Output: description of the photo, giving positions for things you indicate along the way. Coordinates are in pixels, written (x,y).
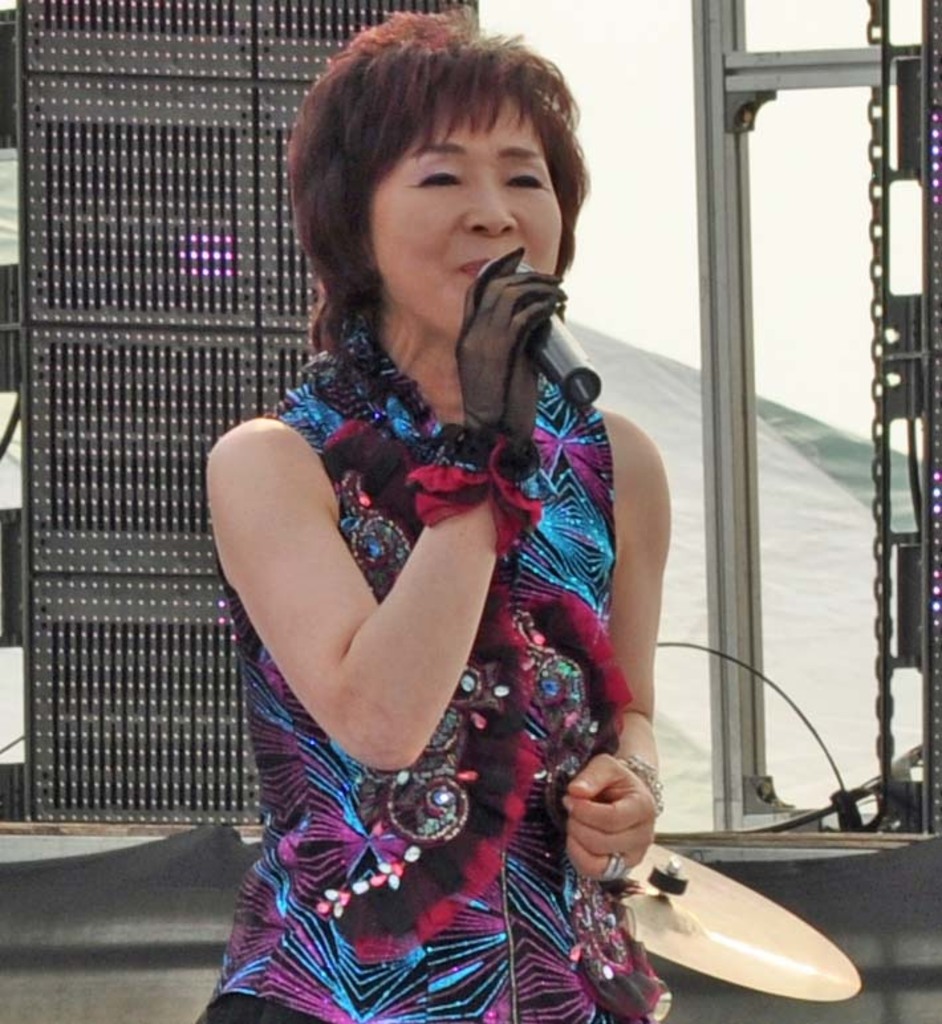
This woman (460,265) is highlighted in this picture. This woman (588,472) is holding a mic (565,338). This is a musical instrument (708,927).
